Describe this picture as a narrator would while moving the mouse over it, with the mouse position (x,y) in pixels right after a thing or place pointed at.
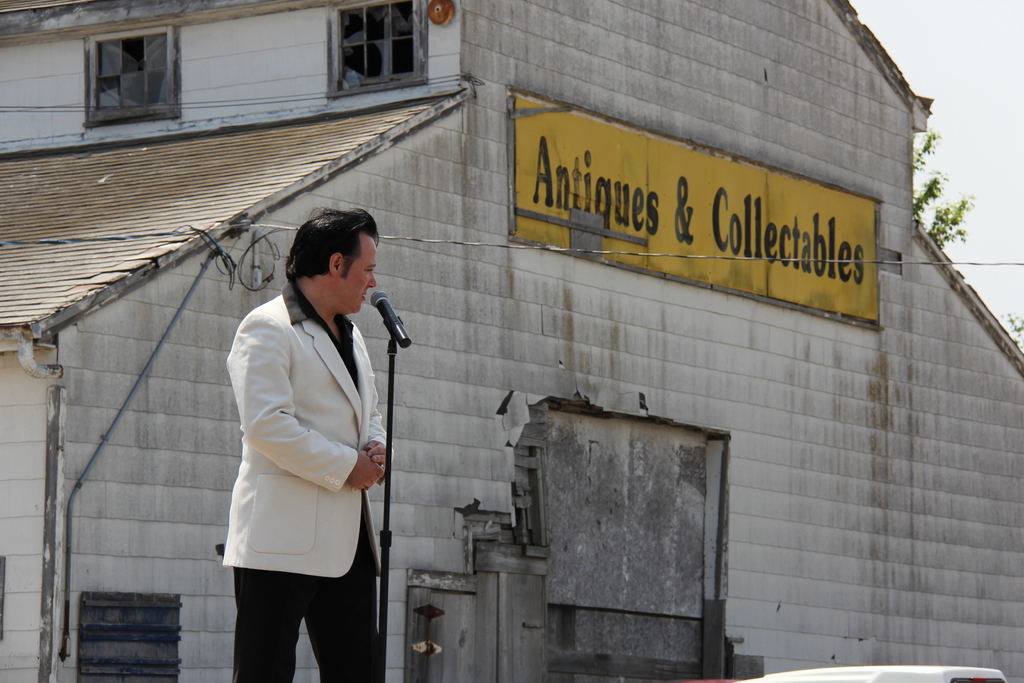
In this picture we can see a man (335,438) in the blazer (297,430) is standing. In front of the man (322,384) there is a microphone (384,305) with stand (387,469). Behind the man (281,370) there is a building (444,226) with a name board (554,210), cables (212,236) and windows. On the right side of the building (829,145) there is a tree (927,194) and the sky (949,115).
